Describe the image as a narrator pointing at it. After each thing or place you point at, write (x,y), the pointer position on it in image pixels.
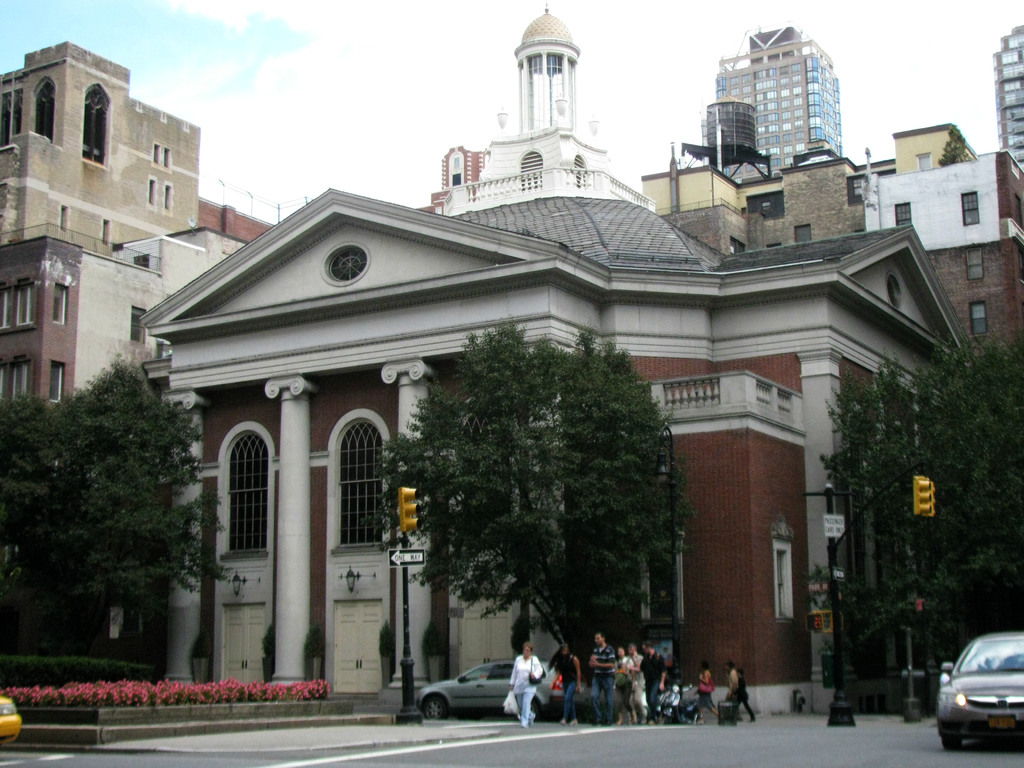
There are cars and few people (563,719) on the road (609,759). Here we can see poles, traffic signals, boards (394,561), trees (501,516), plants (144,687), flowers (228,691), buildings (742,596), doors (341,625), and windows (6,302). In the background (373,67) there is sky (879,62).
